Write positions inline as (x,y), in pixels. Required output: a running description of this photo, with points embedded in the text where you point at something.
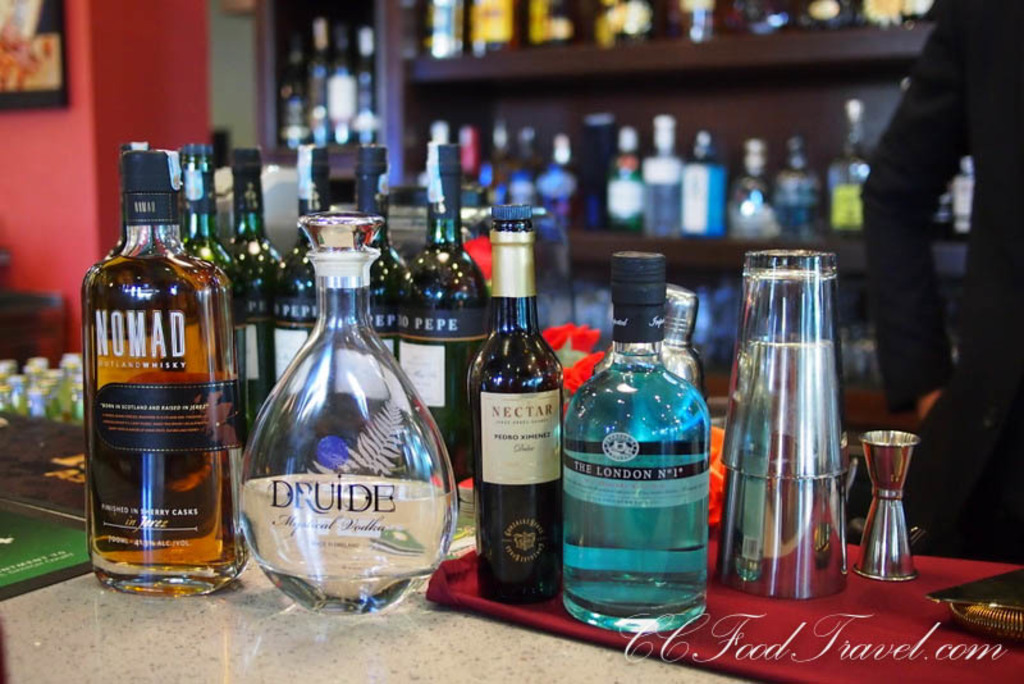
In this image there is a person (980,257) standing behind the table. There are glasses (793,384), bottles (511,465) with different labels (409,396) on the table (476,637). At the back (540,13) there are bottles (607,137) in the cupboard (543,64).
